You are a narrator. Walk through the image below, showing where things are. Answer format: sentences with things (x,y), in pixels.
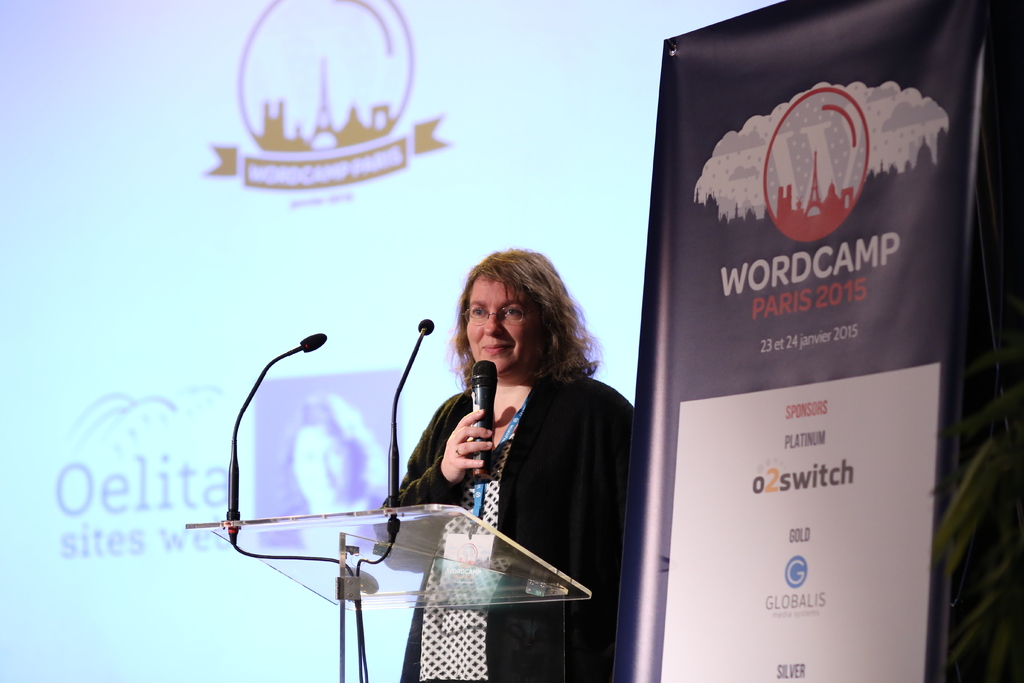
In this picture there is a lady (511,488) in the center of the image (511,357), by holding a mic (484,459) in her hand (459,443) and there is a desk (415,509) and mics (395,489) in front of her, there is a poster (724,342) on the right side of the image (767,465) and there is a screen (321,254) in the background area of the image (351,291).
